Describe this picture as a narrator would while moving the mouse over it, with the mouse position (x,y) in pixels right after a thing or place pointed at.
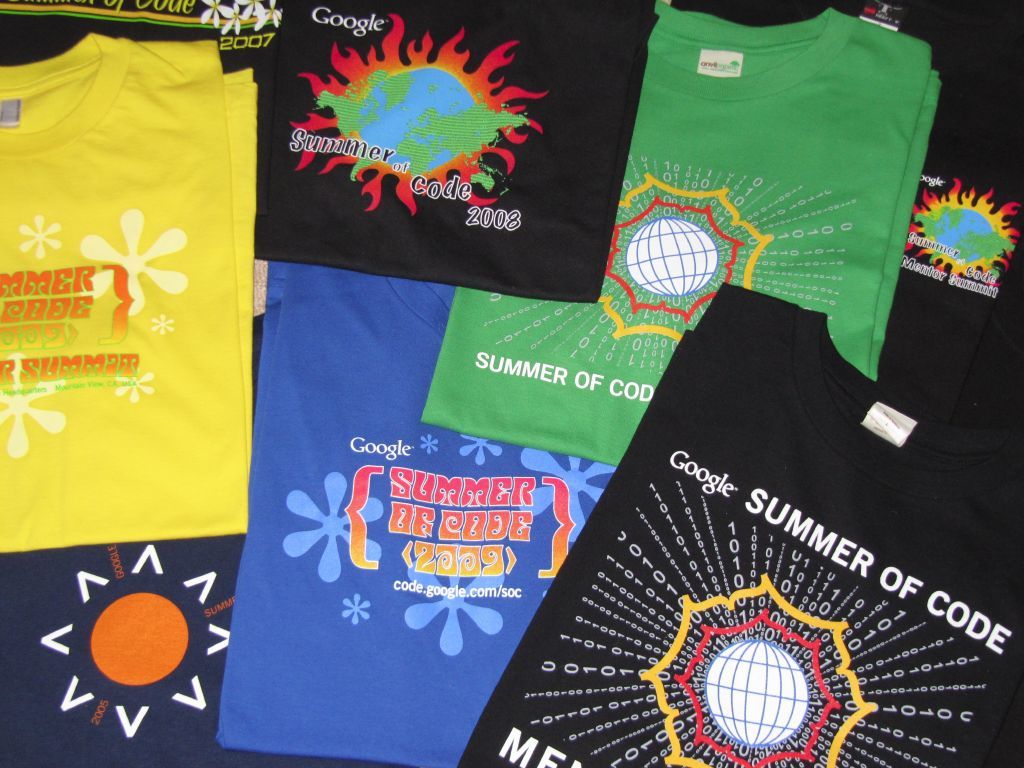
In the image we can see there are many colorful folded T-shirts (456,497) and on it there is a design (738,685) and a text (835,535).
